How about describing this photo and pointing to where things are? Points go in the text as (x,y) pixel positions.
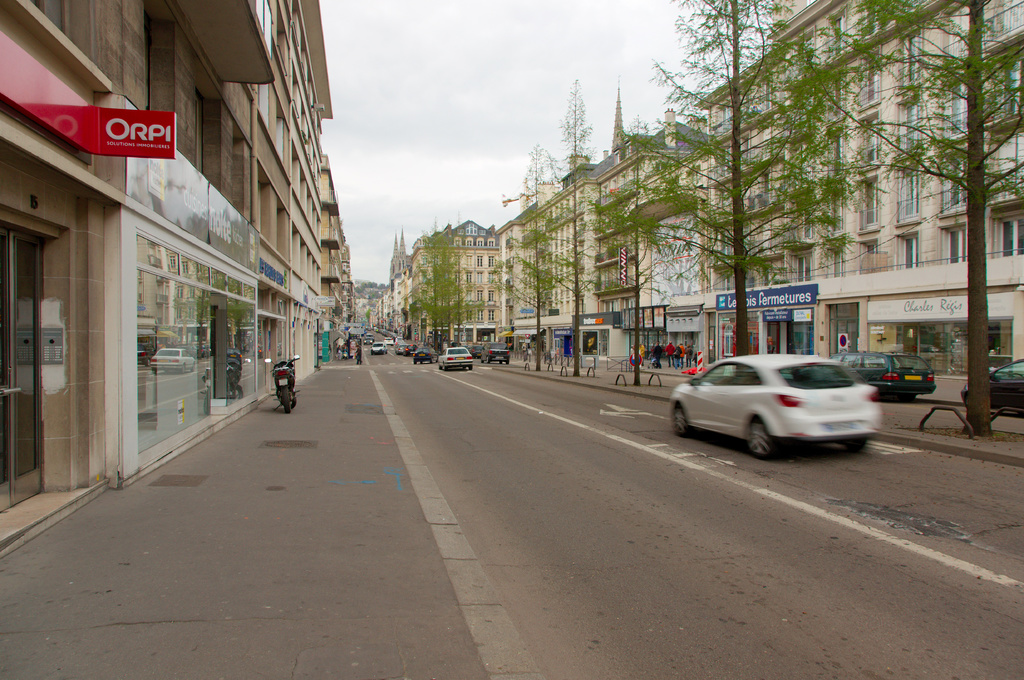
This image is clicked outside. There are buildings (287,287) on the left side (287,287) and right side (760,281). There are trees (429,319) in the middle (438,297). There are cars (768,437) in the middle (381,333). There are some persons (671,350) in the middle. There is sky (511,54) at the top (336,106).
